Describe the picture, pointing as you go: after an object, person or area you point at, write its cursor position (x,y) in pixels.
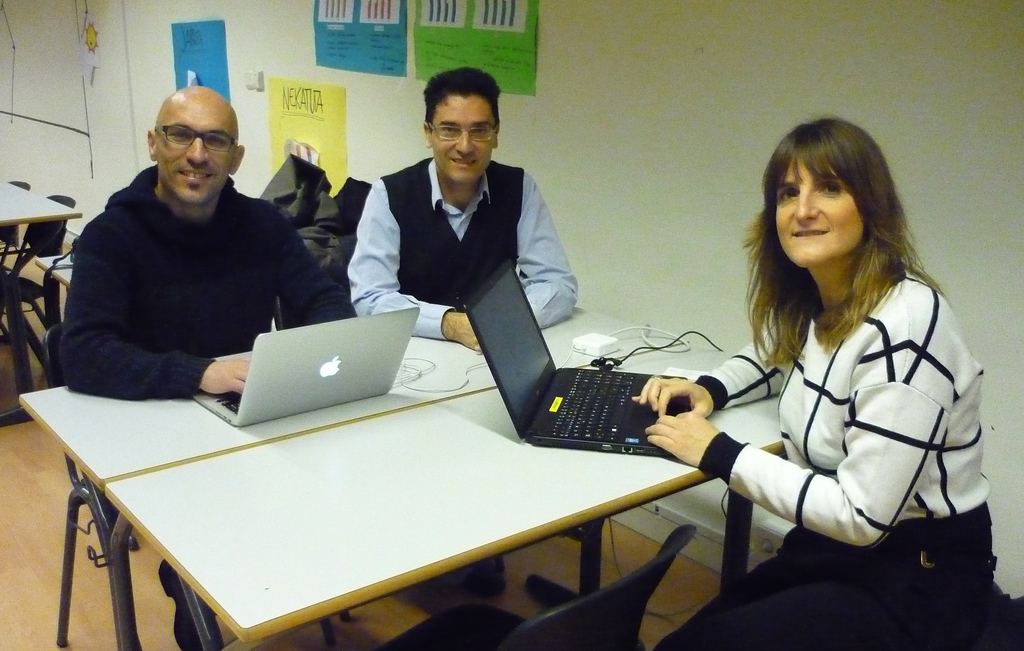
in this image i can see three persons (222,203) sitting on the chair (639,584). Right side (889,462) a woman (807,424) wearing a black color jeans (839,562) and white color top (891,397) she kept her hand (672,425) on system (577,413). A person (222,331) wearing a blue color jacket (132,279) kept his hand (225,377) on white color system (270,399). And there is another person (428,243) sat beside him, he is wearing a spectacles (447,128) and back side of him there a wall (582,40), on the wall (593,30) there are some papers (431,48) attached to the wall (357,108) and left corner (19,212) there is a table (15,194) and there are some chairs (54,235).
